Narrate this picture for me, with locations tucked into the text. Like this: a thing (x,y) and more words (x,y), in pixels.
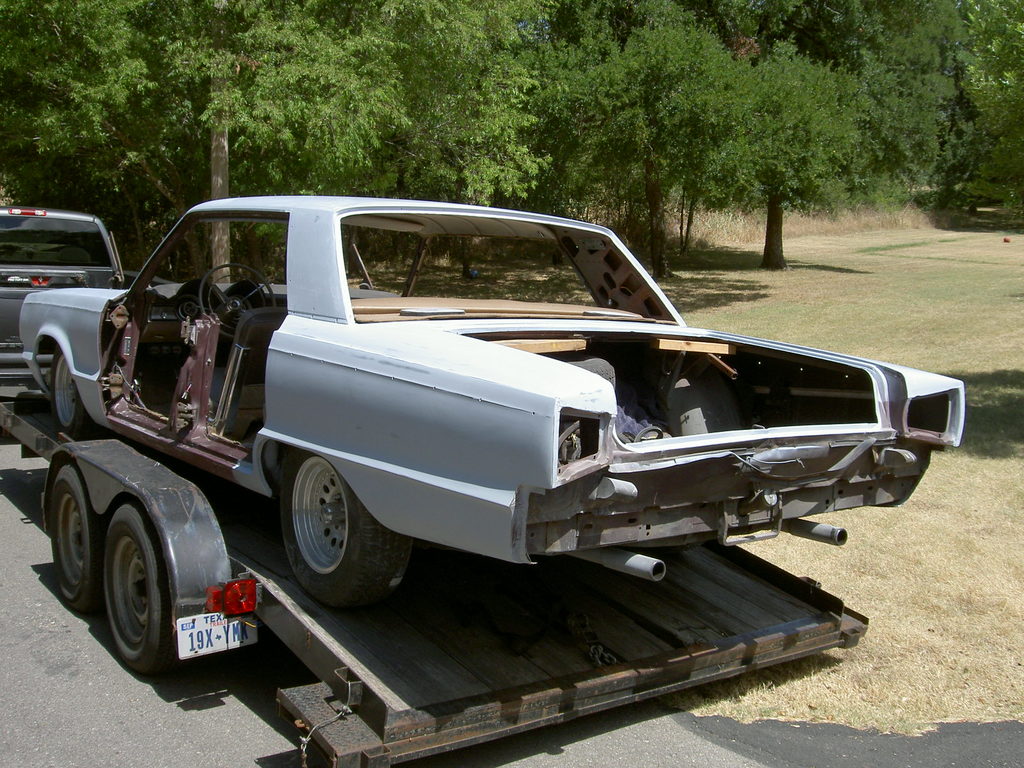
In this image I can see a vehicle (120,601) on the road (50,635) and on it I can see a white colored car (330,401). In the background (924,246) I can see the ground (907,272) and few trees (478,104) which are green in color.
